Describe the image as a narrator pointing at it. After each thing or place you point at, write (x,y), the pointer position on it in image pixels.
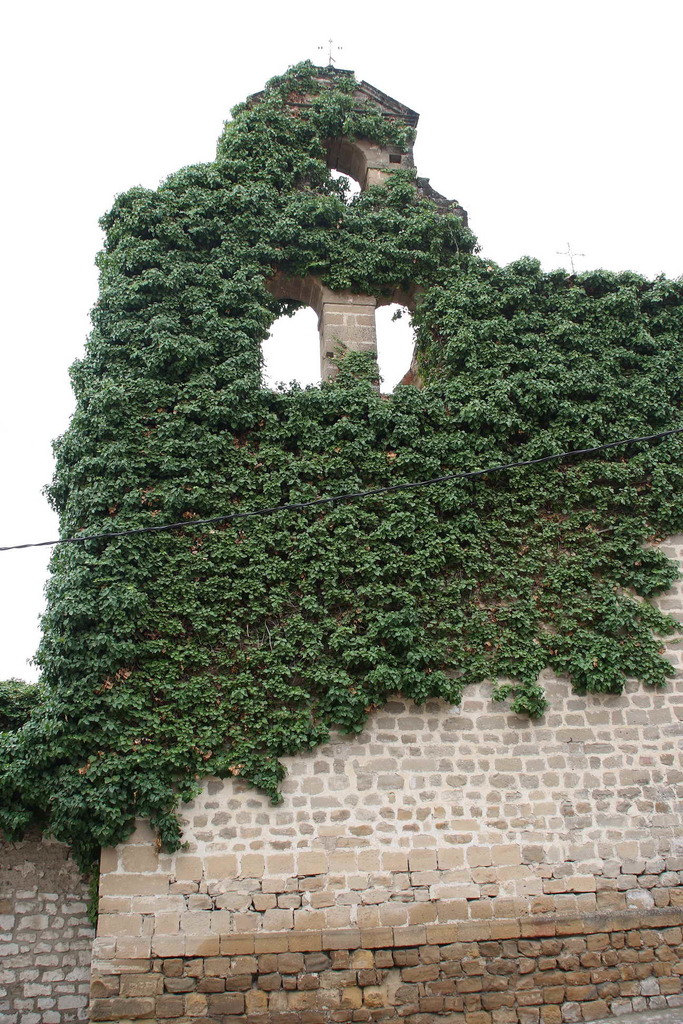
In this image I can see the wall (256,855) in the front (332,857) and on it I can see plants (276,659). I can also see a wire (10,548) in the centre of this image (401,487).
